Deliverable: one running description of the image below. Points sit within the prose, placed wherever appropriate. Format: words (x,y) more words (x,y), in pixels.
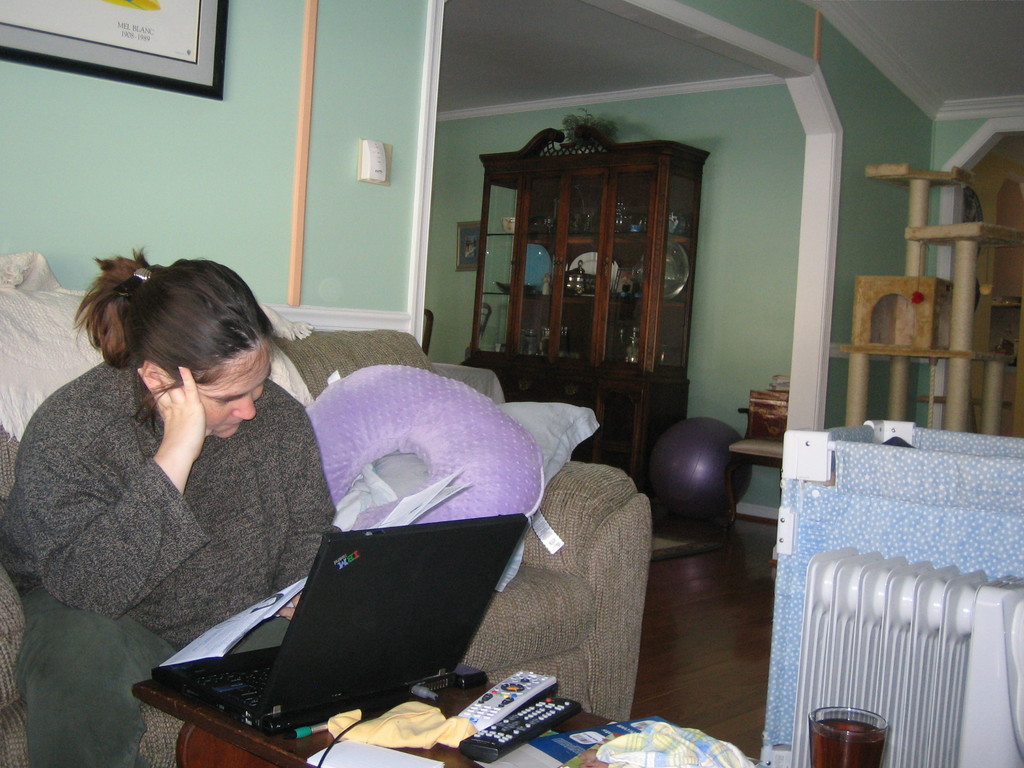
In this picture we can see a woman (221,553), she is seated on the sofa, in front of her we can see a laptop (362,557), remotes (501,731), glass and few other things (396,729) on the table (445,702), in the background (678,473) we can find a ball (657,445) and few things (543,277) in the racks (639,263), also we can find few frames (201,55) on the walls (285,189), on the right side of the image (821,626) we can see a machine (887,664).
